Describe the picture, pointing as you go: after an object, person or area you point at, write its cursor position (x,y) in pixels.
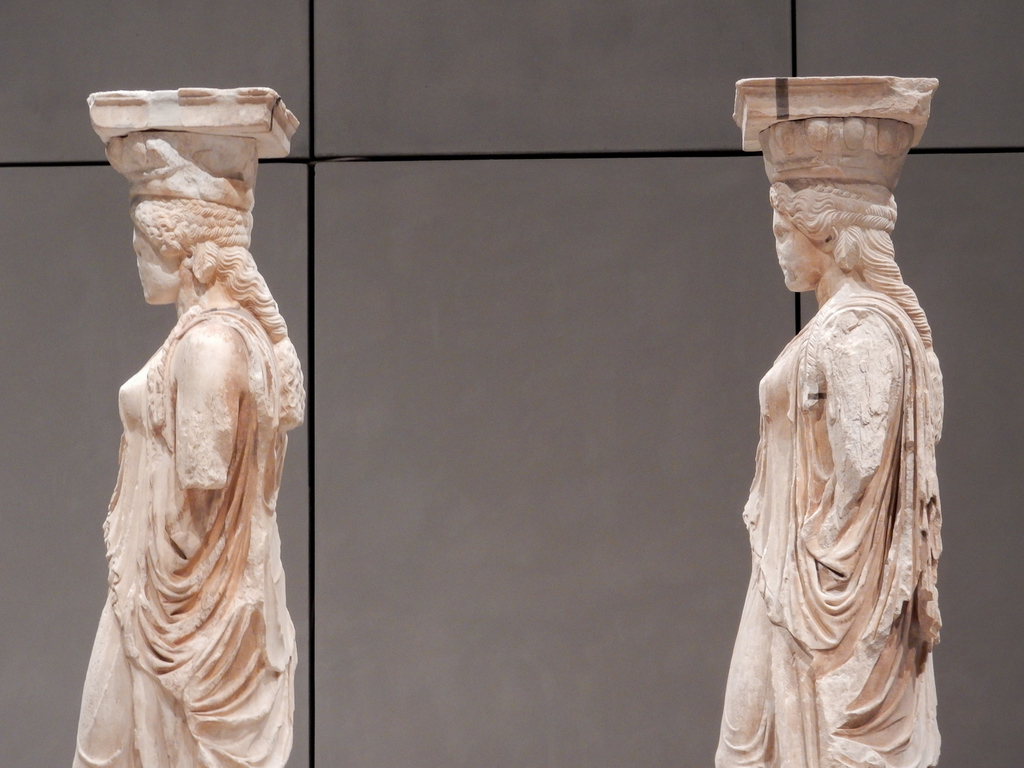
In this image, I can see two sculptures (237,469), which are standing. In the background (474,167), I can see the wall (435,102).
